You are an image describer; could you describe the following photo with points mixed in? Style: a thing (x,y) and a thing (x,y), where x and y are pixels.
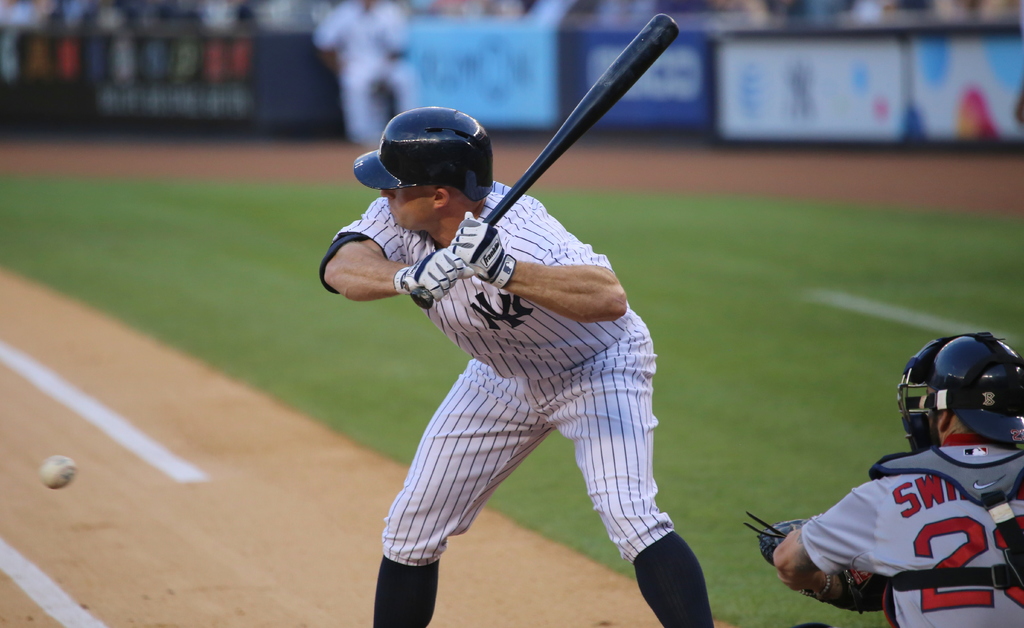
In this image we can see a man (525,379) is standing. He is holding a bat (596,101) in his hand (446,258). In the background (790,304), we can see grass (212,291) on the land (231,253). At the top of the image (426,55), we can see a person (353,59) and banners (807,61). We can see one more person (904,537) in the right bottom of the image (923,556). On the left side of the image (58,466), we can see a ball (65,468).
